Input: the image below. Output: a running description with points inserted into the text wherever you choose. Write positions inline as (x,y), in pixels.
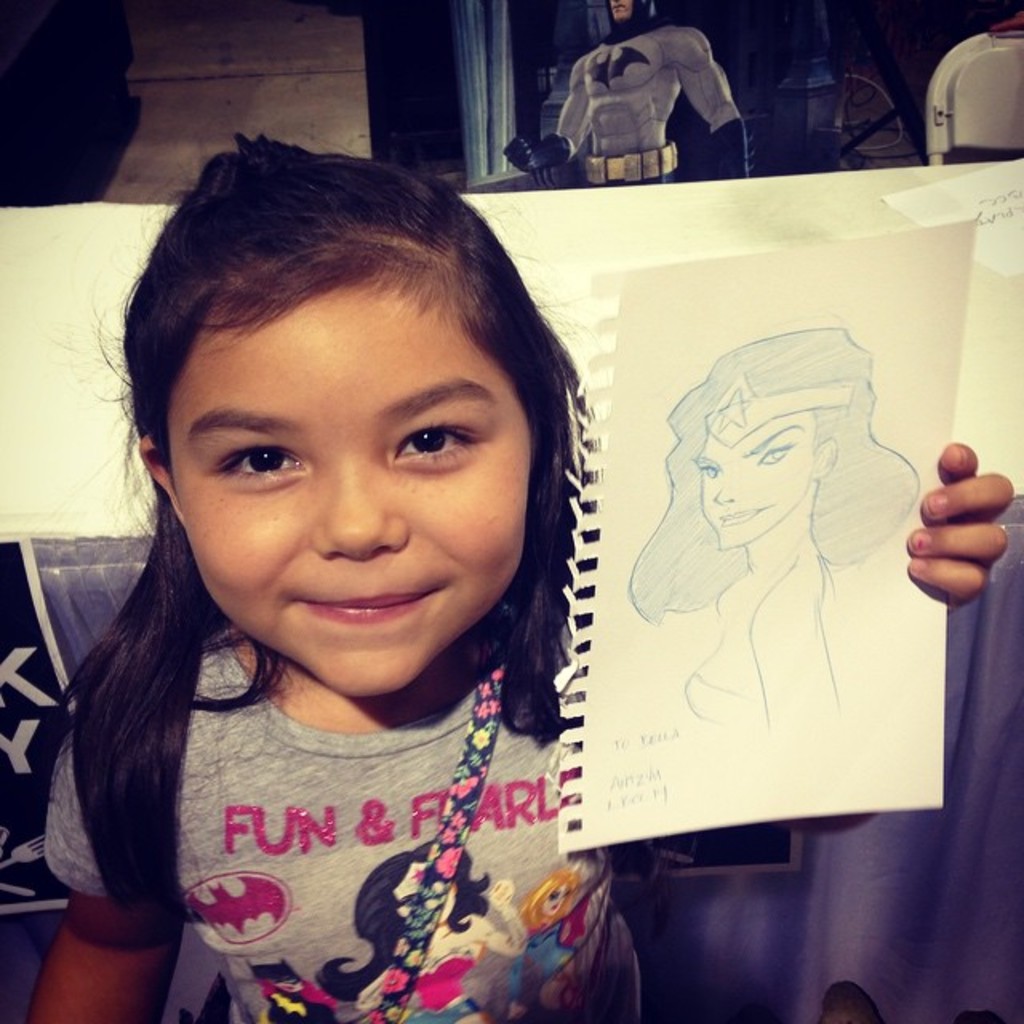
In this image we can see a girl (299,501) is smiling, and holding a paper (796,523) in the hand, and drawing on it.
